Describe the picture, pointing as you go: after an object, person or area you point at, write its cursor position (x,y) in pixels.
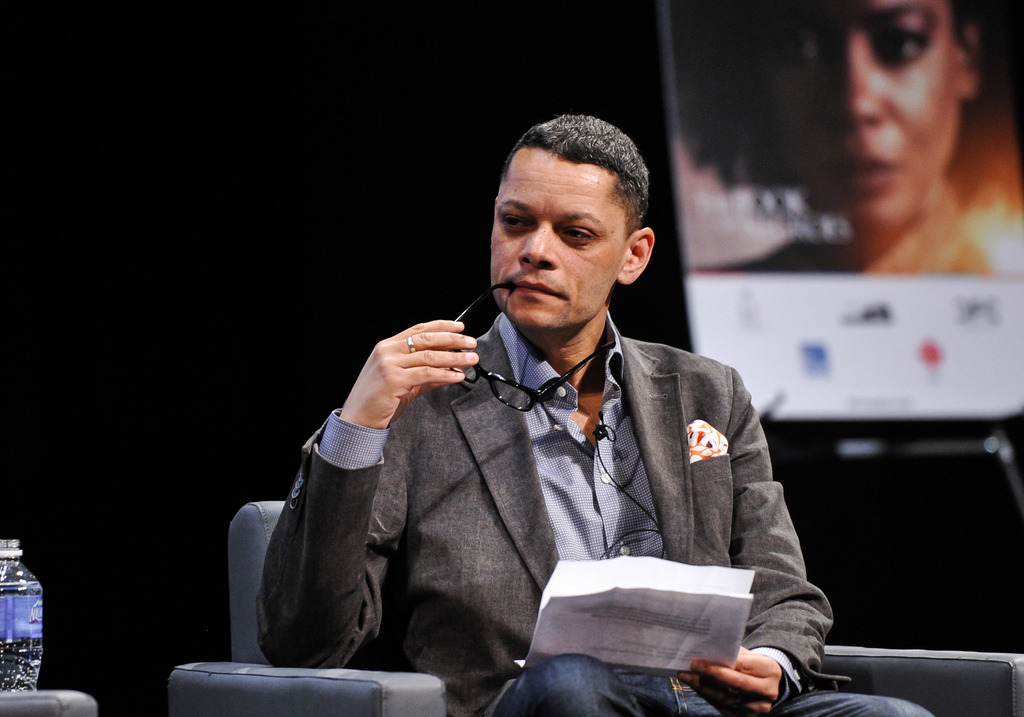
Here I can see a man (375,603) sitting on a chair (312,671), holding few papers (596,609) and spectacles (507,396) in the hands (458,344) and the looking at the left side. On the left side (30,627) there is a bottle (7,632). On the right side (795,142) there is a screen (867,200) on which I can see a person's head (816,186). The background (433,175) is in black color.
